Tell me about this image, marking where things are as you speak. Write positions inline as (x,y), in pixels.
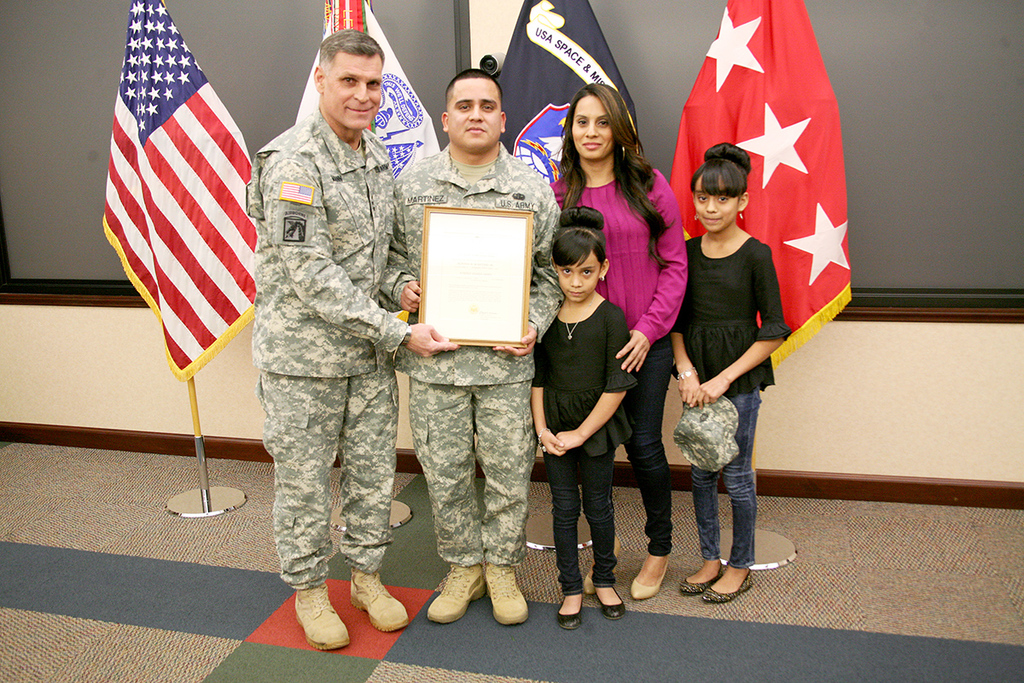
Here in this picture we can see two men (400,220) in military dresses (381,187) standing over a place and beside them we can see a woman (676,215) standing and we can see two children (730,219) standing over there and he is holding something in his hands (446,338) and the child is holding a cap (718,405) in her hand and behind them we can see flag post (197,167) present on the floor (129,480) over there and we can see some of them are smiling.
